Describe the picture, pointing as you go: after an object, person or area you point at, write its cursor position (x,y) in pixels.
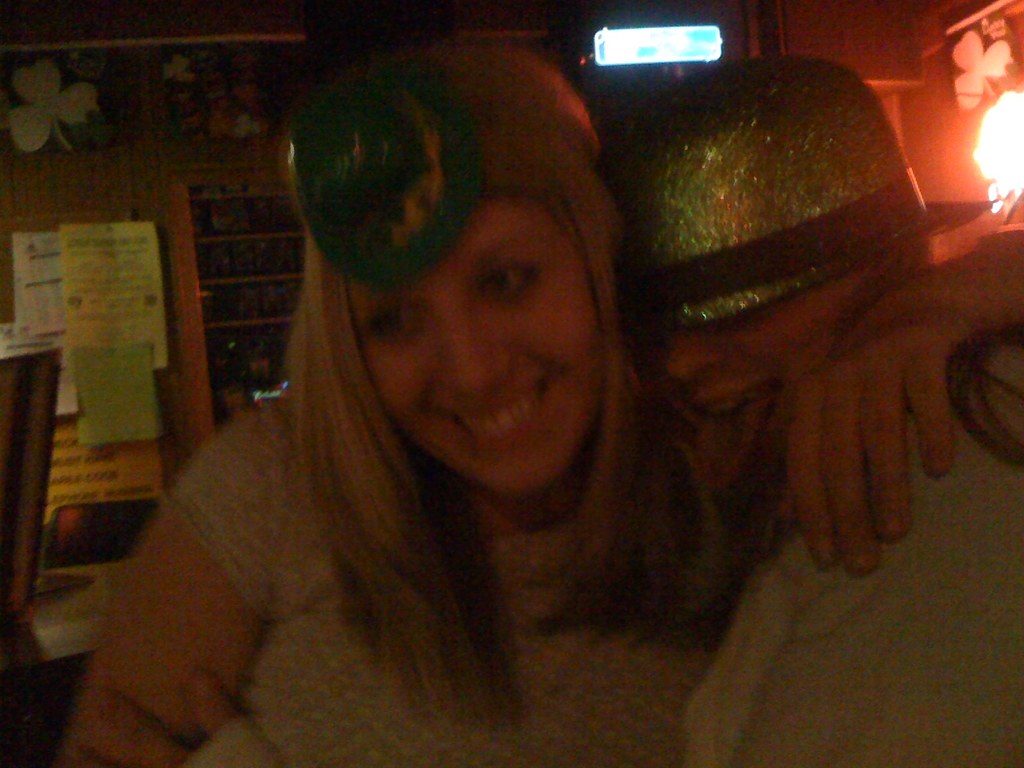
In this picture I can see in the middle (461,302) there is a woman (493,539), she is smiling. On the right side (754,349) it looks like a man (874,467), he is wearing a hat (761,295). There is a light (1016,187), on the left side (90,481) I can see papers (105,424).
